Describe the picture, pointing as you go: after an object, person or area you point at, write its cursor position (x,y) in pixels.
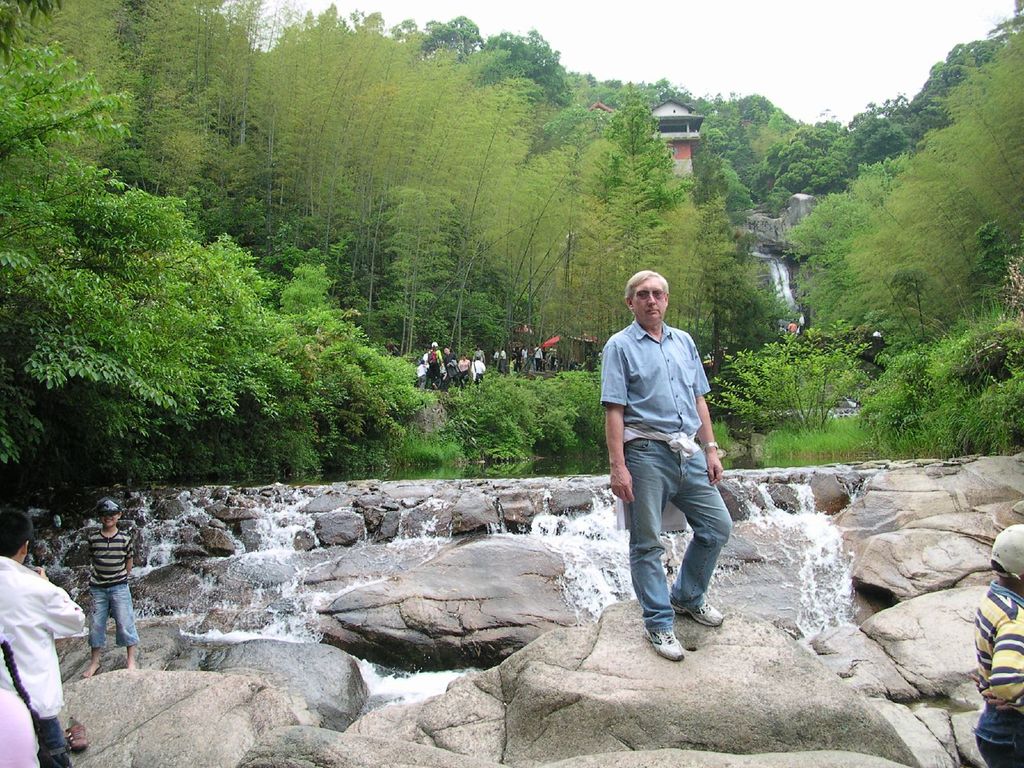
In this picture we can see a group of people (1005,554) and in the background (512,451) we can see trees (619,240), sky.
